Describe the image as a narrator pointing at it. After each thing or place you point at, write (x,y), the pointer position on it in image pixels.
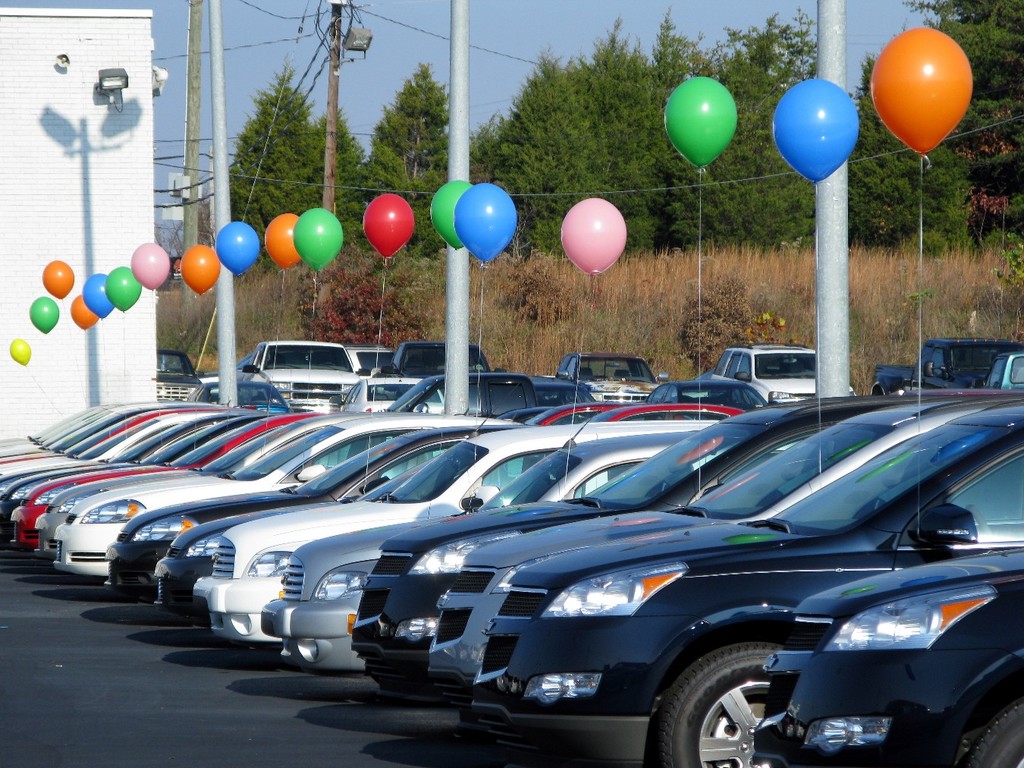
In the picture these cars (174,537) are parked here on the road (108,679), I can see different colors of balloons (915,119), I can see poles (232,322), wires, grass (474,313), house (15,294) on the left side of the image (5,306), I can see trees (259,204) and the sky (236,19) in the background (263,219).
